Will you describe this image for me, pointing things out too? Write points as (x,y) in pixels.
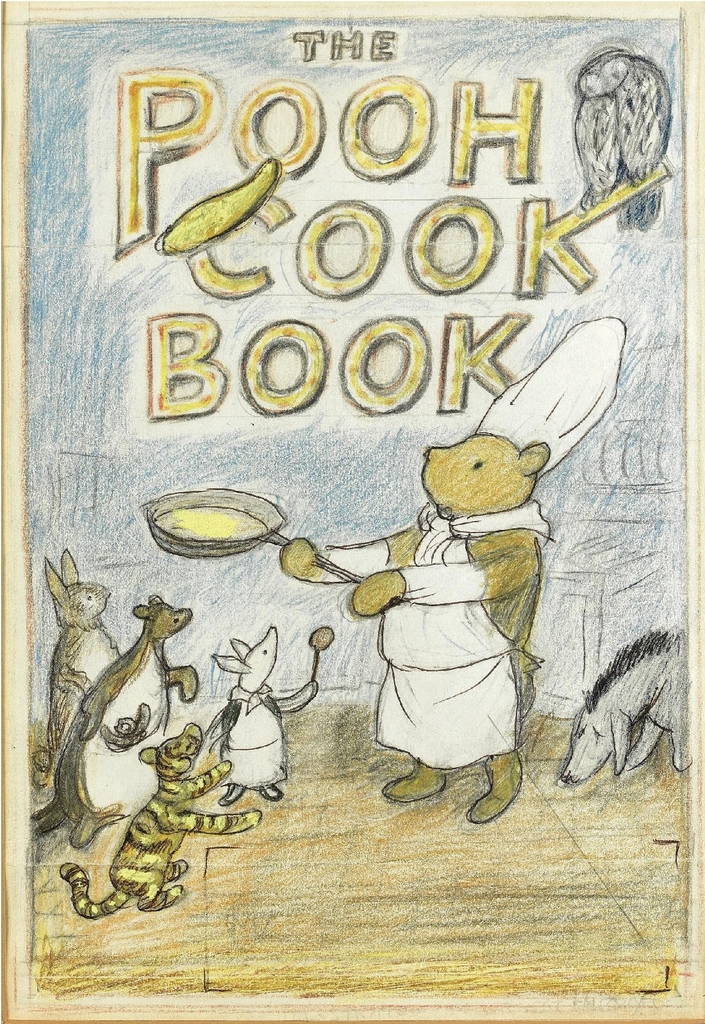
In this image we can see drawings (383,619) of animals (125,864) and some text (169,416).
